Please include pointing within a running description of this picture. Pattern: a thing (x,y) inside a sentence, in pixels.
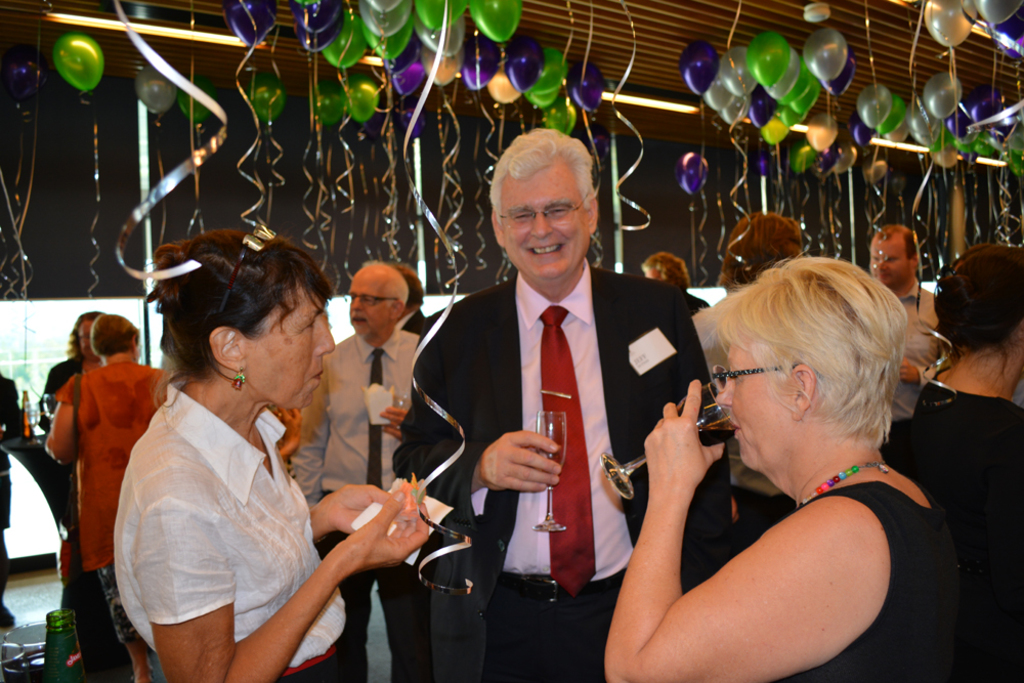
In the center of the image (543,379) we can see three persons (456,567) are standing. Among them, two persons (661,553) are holding glasses (609,464) and one person (306,550) holding some object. And the middle person (606,394) is smiling, which we can see on his face (580,249). In the background (122,182) there is a wall (910,173), roof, lights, balloons (466,78), tables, bottles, few people (87,507) are standing and few other objects (69,501).
